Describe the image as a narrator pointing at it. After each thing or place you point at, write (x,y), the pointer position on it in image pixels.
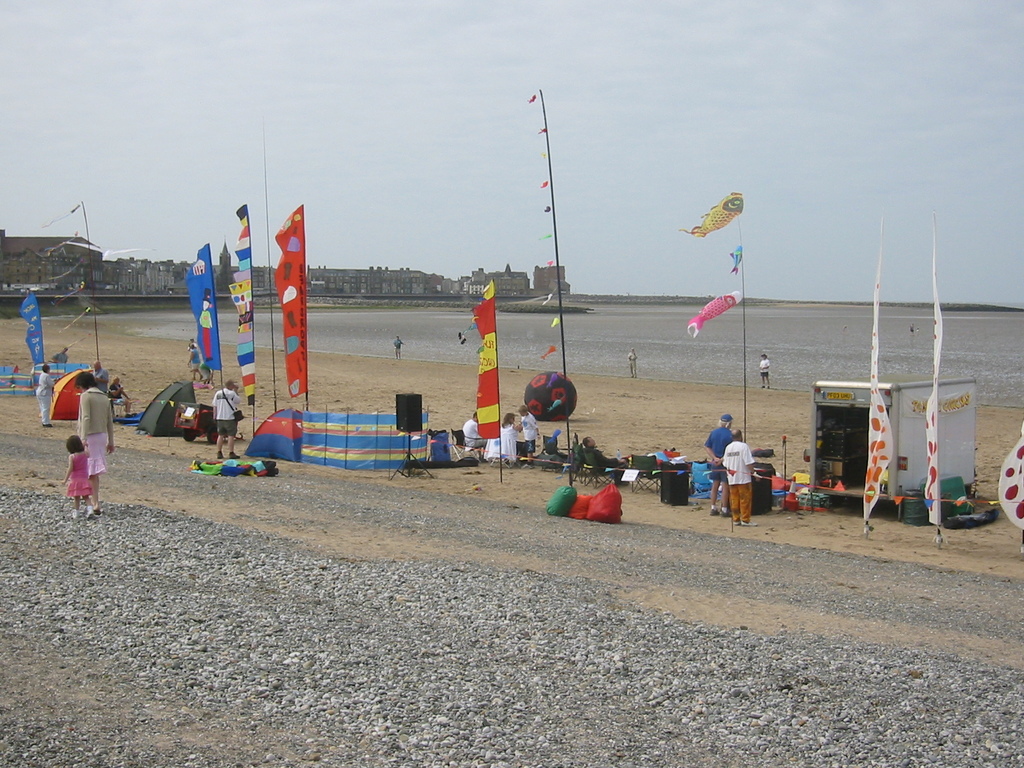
In this picture we can see a beach (611,394), we can see few people (720,451), around we can see some flags (244,282) and tents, we can see some buildings (218,288).
